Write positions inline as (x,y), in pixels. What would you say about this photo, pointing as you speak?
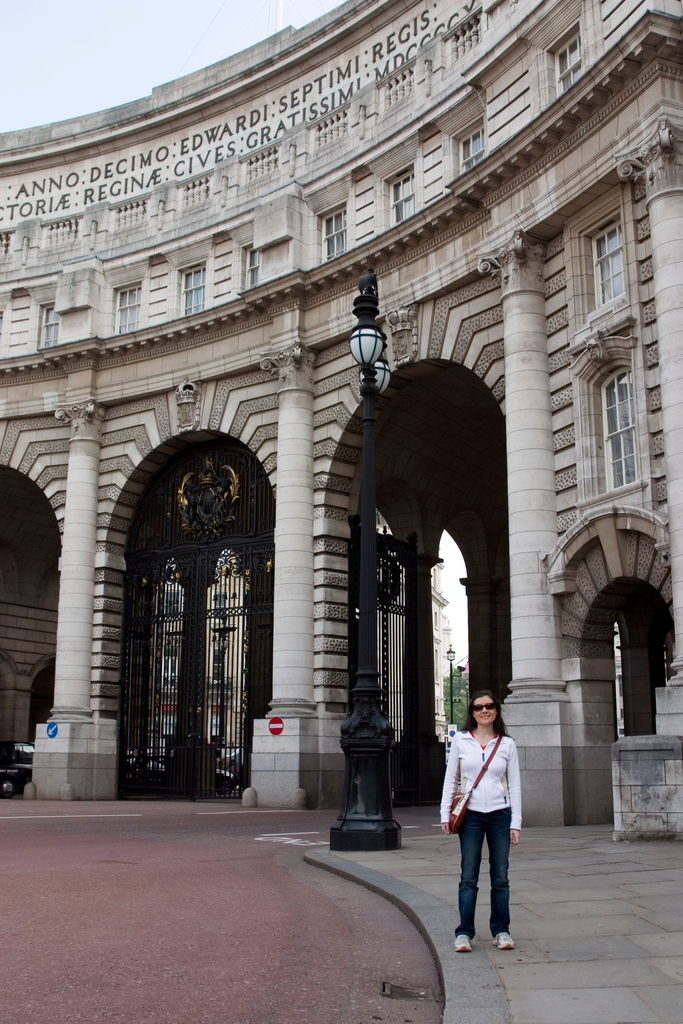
In this picture we can observe a woman (463,922) standing, wearing a white color T shirt (471,778) and spectacles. We can observe a black color pole (375,728) behind her. In the background (298,732) there are four pillars (661,355). There is a sky (146,29) here.
